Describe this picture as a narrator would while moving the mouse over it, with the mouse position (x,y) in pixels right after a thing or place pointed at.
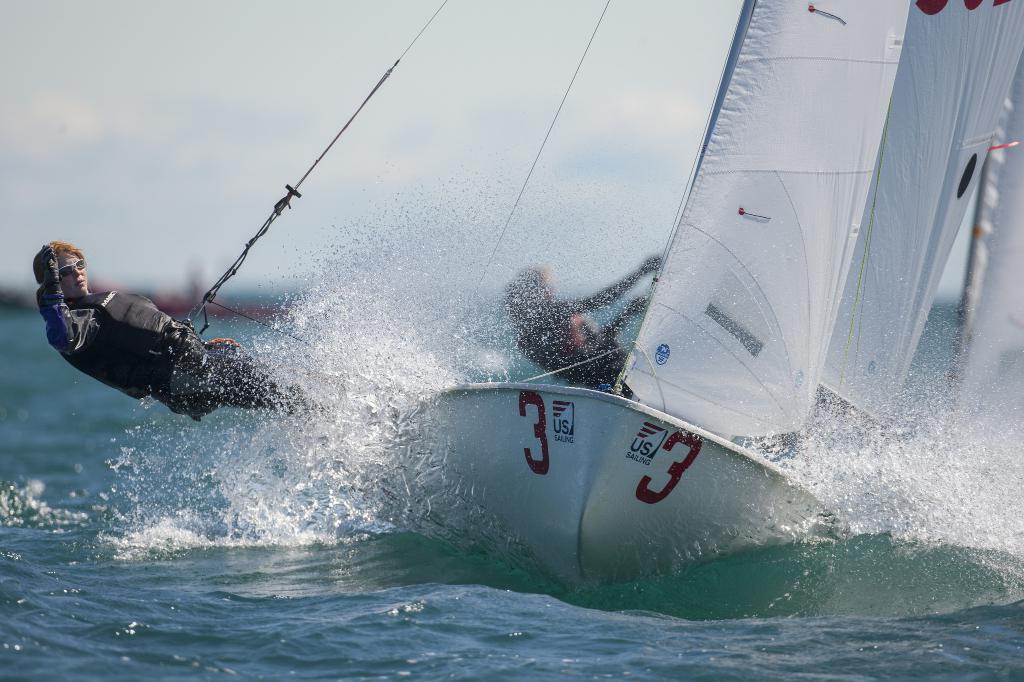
In this image I can see the water (360,566), a boat (570,477) which is white in color on the surface of the water (323,324), a person (218,359) wearing black color dress (149,346) is chained to the boat (552,486) with black colored rope (246,251). In the background (459,37) I can see another person (580,313) on a boat (678,318), some water (426,341) and the sky (323,90).
